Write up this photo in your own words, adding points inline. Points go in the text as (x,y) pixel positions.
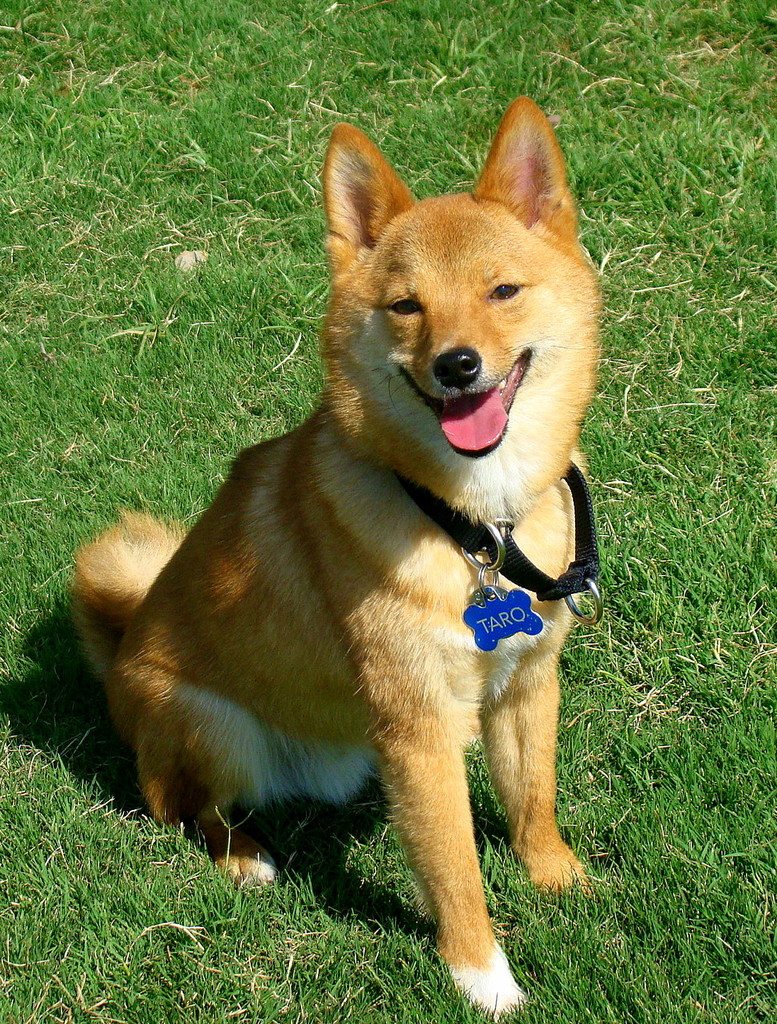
In this image, we can see a dog (313,679) is sitting on the grass (138,857) and watching. There is a belt (473,544) with locket (500,593) on the neck (415,473) of a dog (421,482).
